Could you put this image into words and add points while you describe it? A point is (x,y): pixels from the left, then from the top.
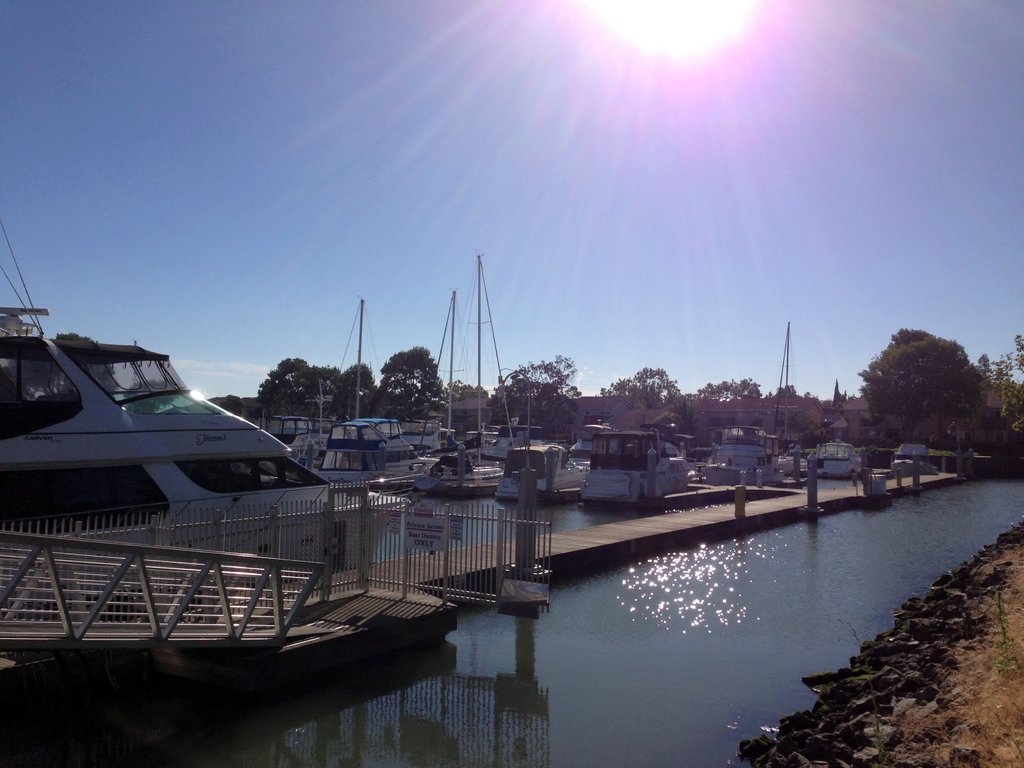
In this image we can see ships (265,501) at the dock (762,520), river (861,544), trees (284,370), poles (525,484), sky (508,185), stones (901,709), ground (945,751) and sun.
